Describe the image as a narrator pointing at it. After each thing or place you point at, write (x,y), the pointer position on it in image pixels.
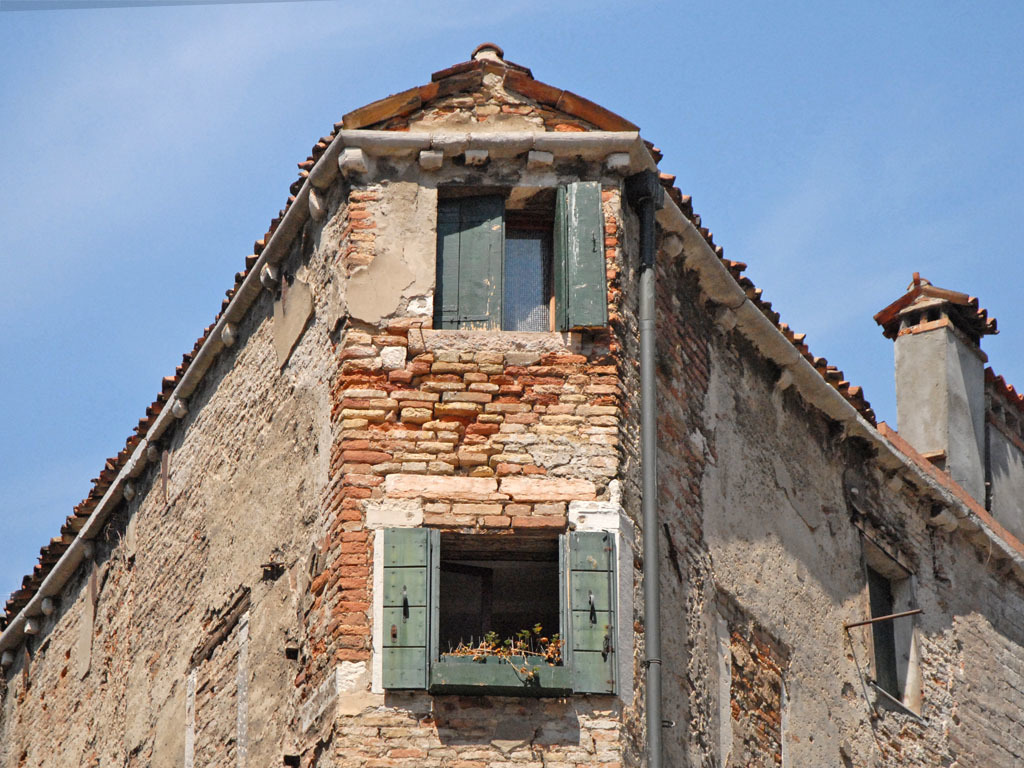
In the picture I can see a building (478,571) which has windows (458,561). In the background (216,289) I can see the sky (256,240).
